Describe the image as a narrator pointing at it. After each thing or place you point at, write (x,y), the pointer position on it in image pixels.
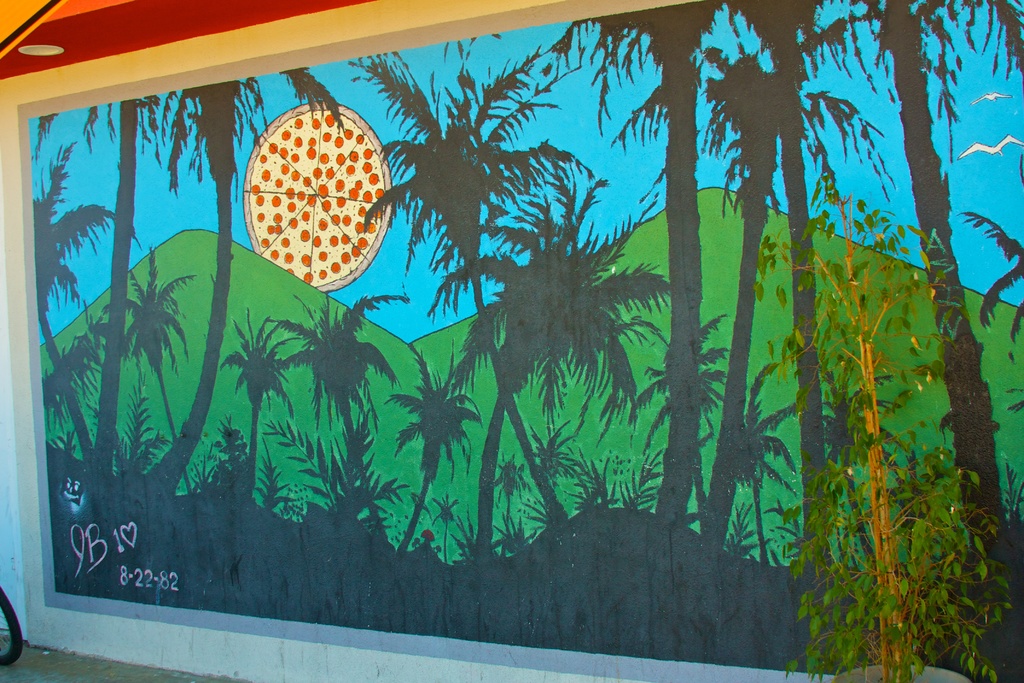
In the picture there is a painting (640,83) drawn on a wall (426,313), it is a beautiful scenery (560,358) and behind the mountains (201,366) there is an image (335,227) of a pizza (343,197).
